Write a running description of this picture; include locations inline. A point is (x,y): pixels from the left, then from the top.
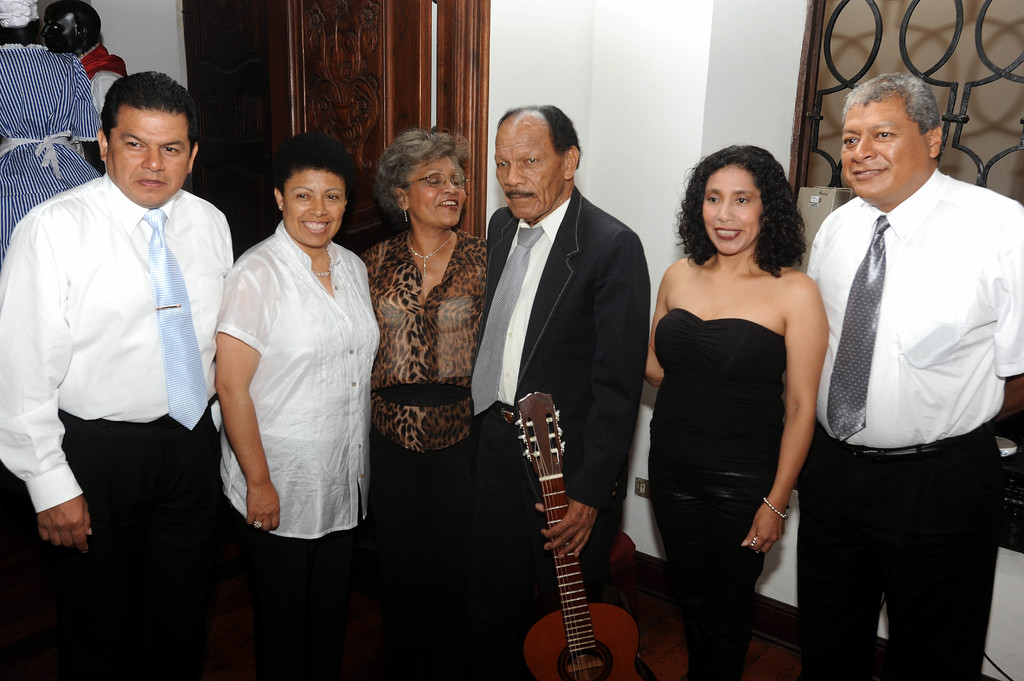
In this picture there are a group of people (989,385) standing in which three women (435,230) are smiling and in the backdrop (58,59) there are some statues (81,100).
